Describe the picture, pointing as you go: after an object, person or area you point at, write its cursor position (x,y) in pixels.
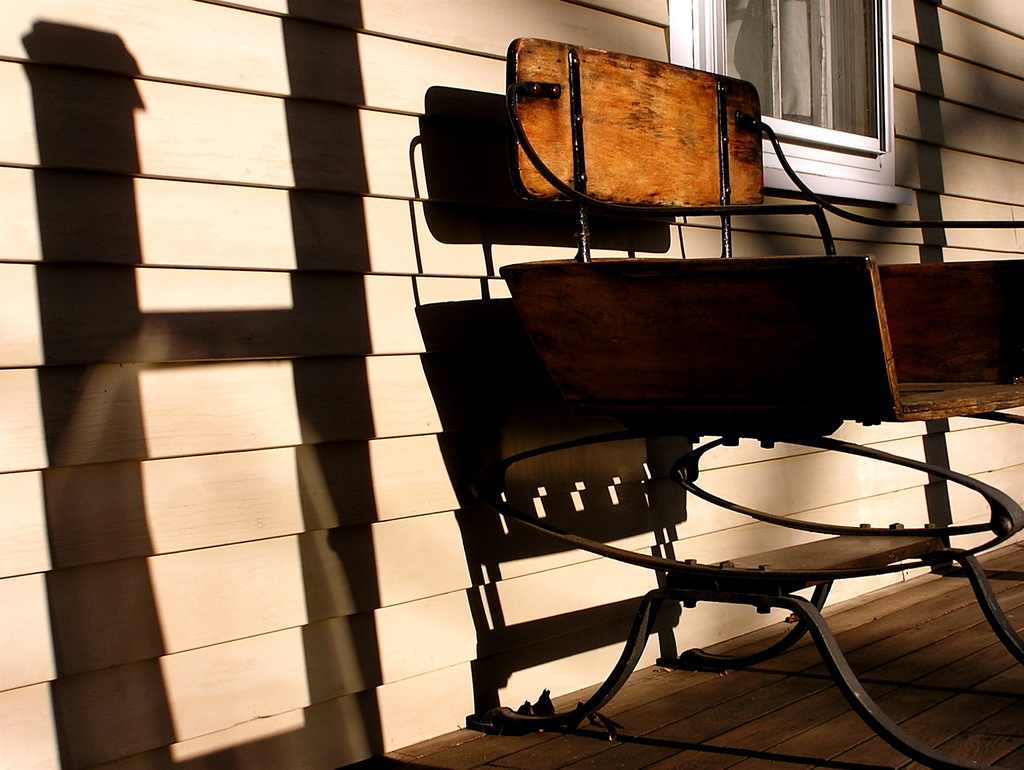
This picture seems to be clicked outside. On the right (808,380) there is a wooden chair (721,337) placed on the ground (892,695). In the background (499,240) we can see the wooden planks (499,225) and the window (831,82) and we can see the shadow (451,152) of chair (740,430) and some objects (370,334) on the planks (333,224).
